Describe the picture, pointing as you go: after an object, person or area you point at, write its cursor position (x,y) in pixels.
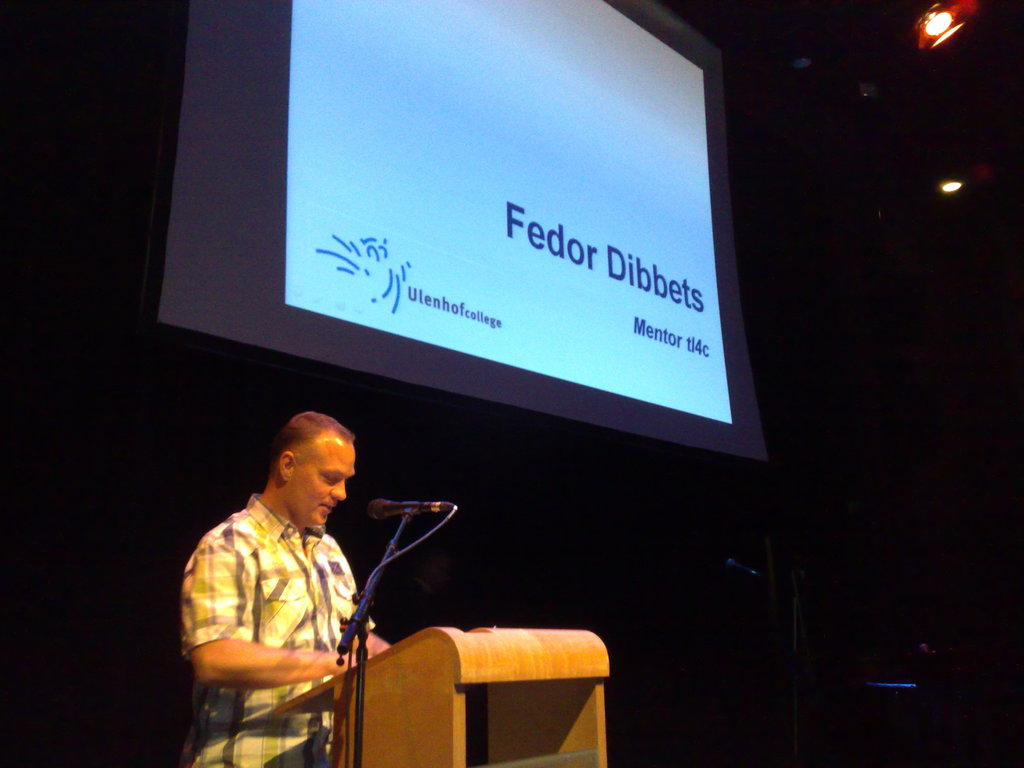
In this image we can see a man (277,570) is standing at the podium (413,675) and there is a mic (397,507) on a stand (388,550). In the background (377,270) the image is dark but we can see a screen (719,257) and lights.
